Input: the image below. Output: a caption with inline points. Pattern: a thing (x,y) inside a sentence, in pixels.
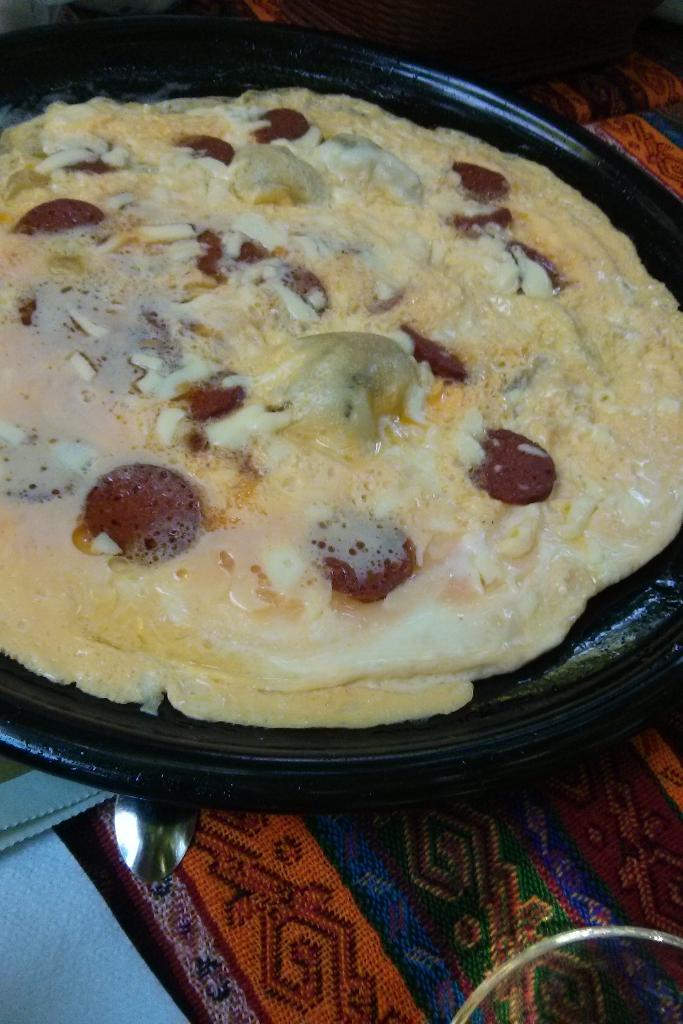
In this image we can see some food (352,453) on the plate (590,688).
